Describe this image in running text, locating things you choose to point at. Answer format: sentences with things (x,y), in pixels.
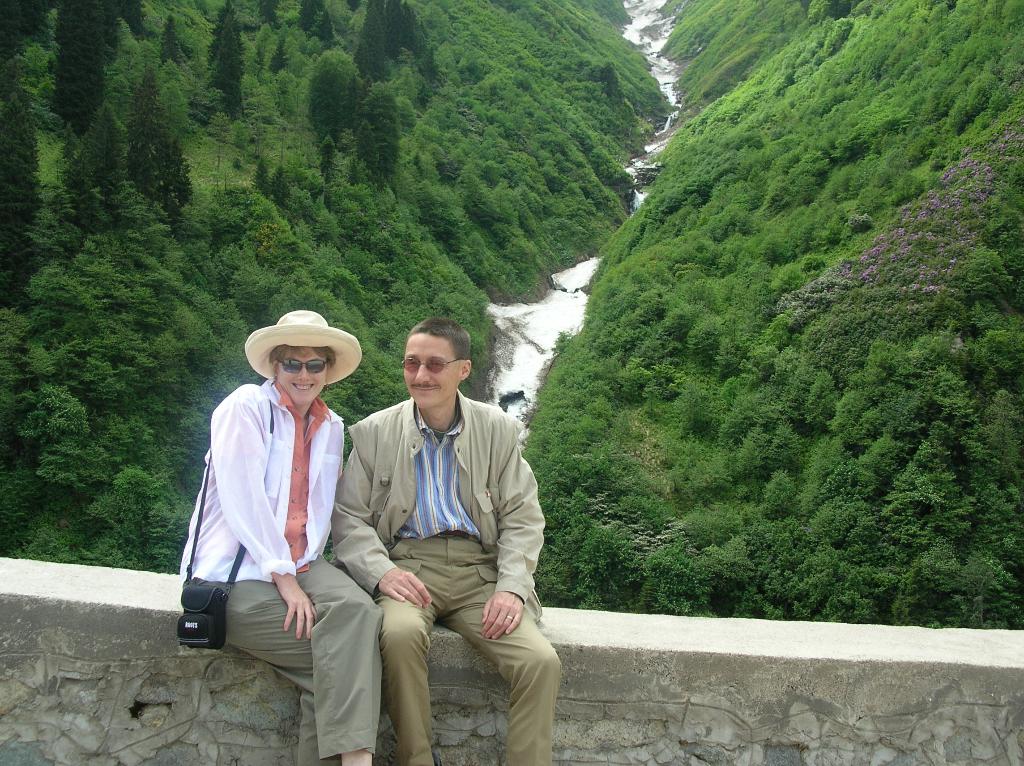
In this image we can see two persons (329,589), one of them is wearing a hat (292,324), and a camera (217,638), there are trees (623,219), and the river (646,21).
